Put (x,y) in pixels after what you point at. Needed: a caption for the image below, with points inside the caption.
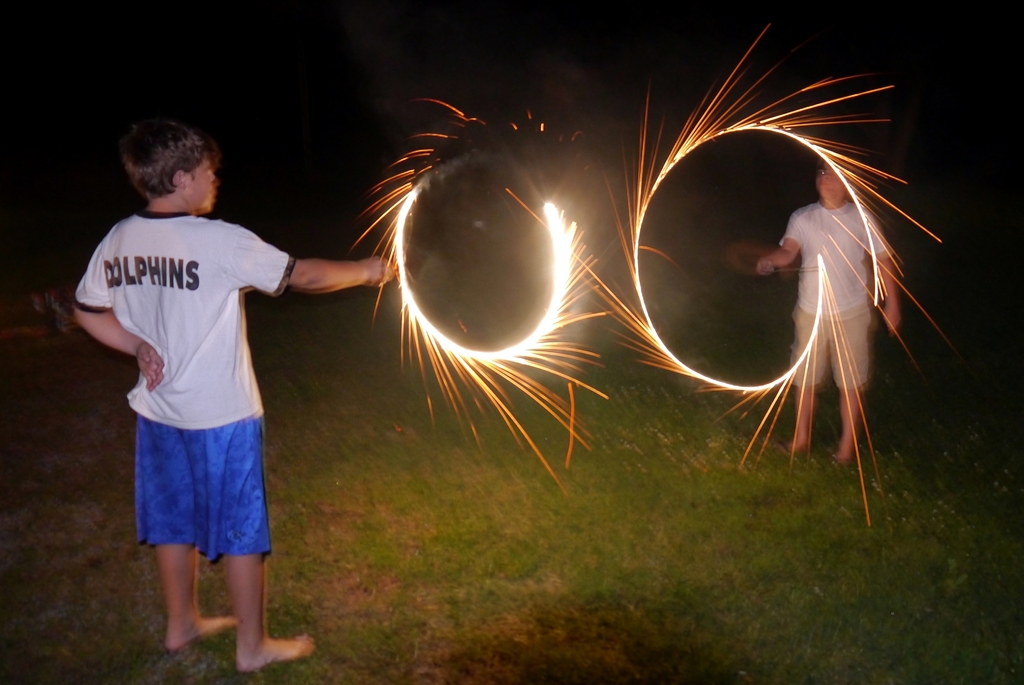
In this picture, there are two kids (824,292) playing with the crackers (537,332). A boy (238,361) towards the left (201,393), he is wearing a white t shirt (180,405) and blue short (193,438). A boy (812,242) towards the right (812,242), he is wearing a t shirt (844,256) and cream short (833,327). At the bottom (577,549), there is grass (590,532) and the background (241,109) is dark.
